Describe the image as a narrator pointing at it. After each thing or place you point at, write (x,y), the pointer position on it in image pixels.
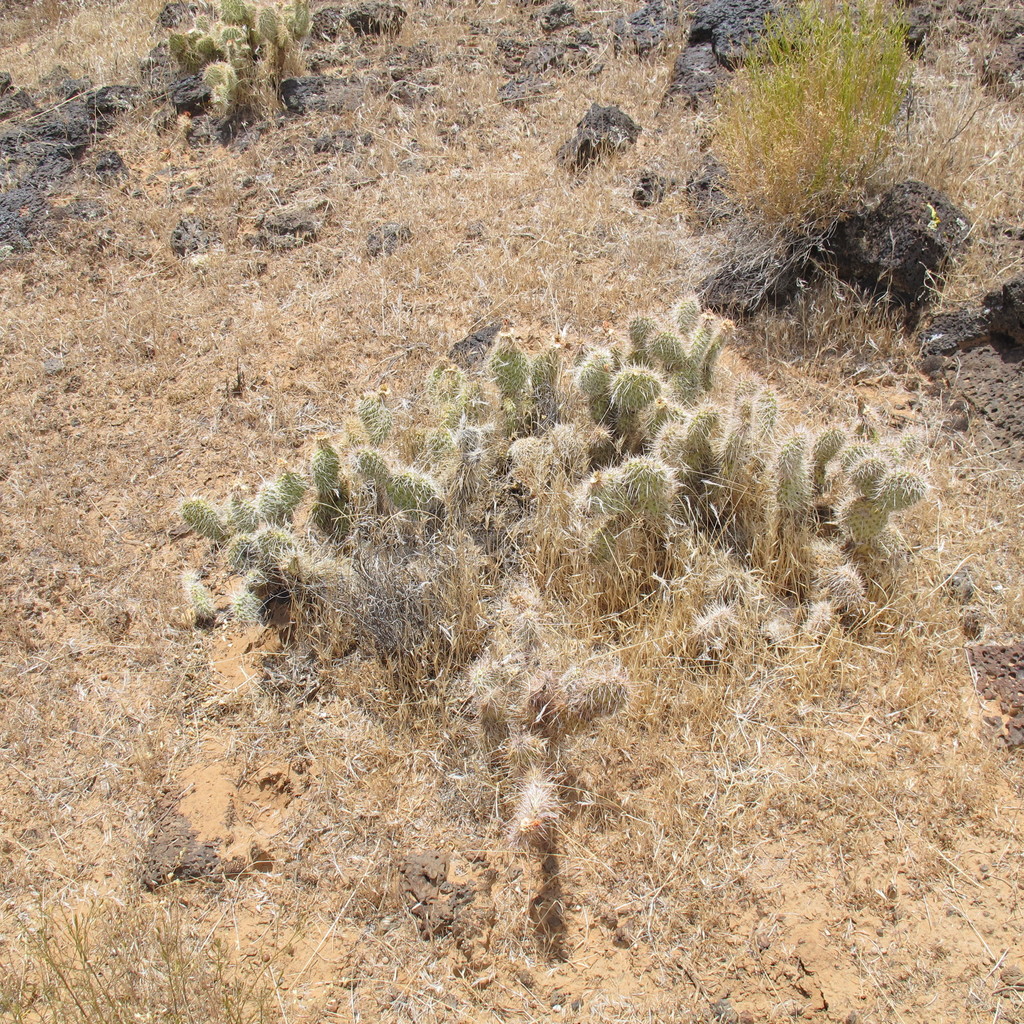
There are some cactus plants (231,65) on a grassy land (426,308).
